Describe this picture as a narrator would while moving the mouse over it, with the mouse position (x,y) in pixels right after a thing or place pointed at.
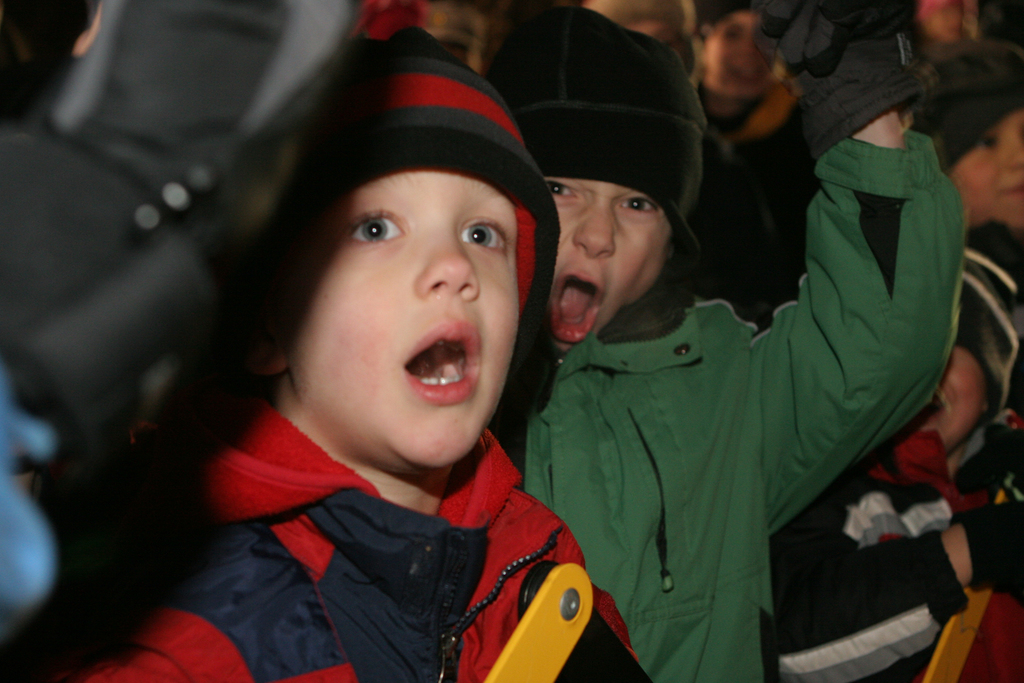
In this image we can see kids (592,305) wearing caps (607,136).
